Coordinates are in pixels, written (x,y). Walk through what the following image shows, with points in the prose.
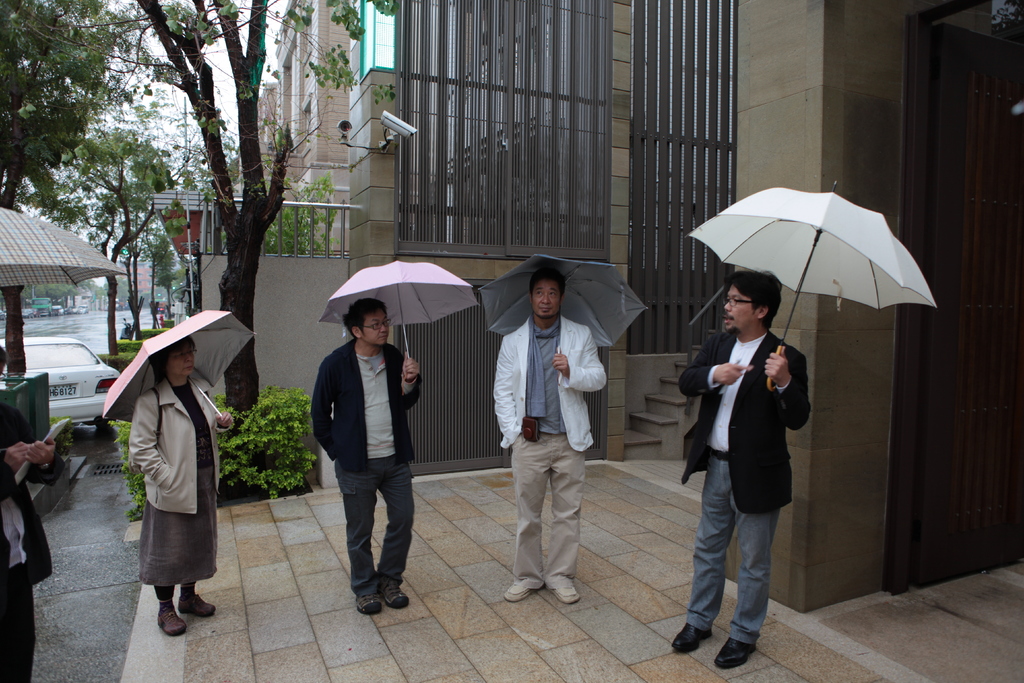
In the picture I can see people (391,459) are standing on the floor (307,511) and holding umbrellas (399,296) in hands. In the background (167,240) I can see trees (266,190), buildings (421,119), vehicles (91,352) on road (88,441), the sky (162,59), plants (242,456) and some other objects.
